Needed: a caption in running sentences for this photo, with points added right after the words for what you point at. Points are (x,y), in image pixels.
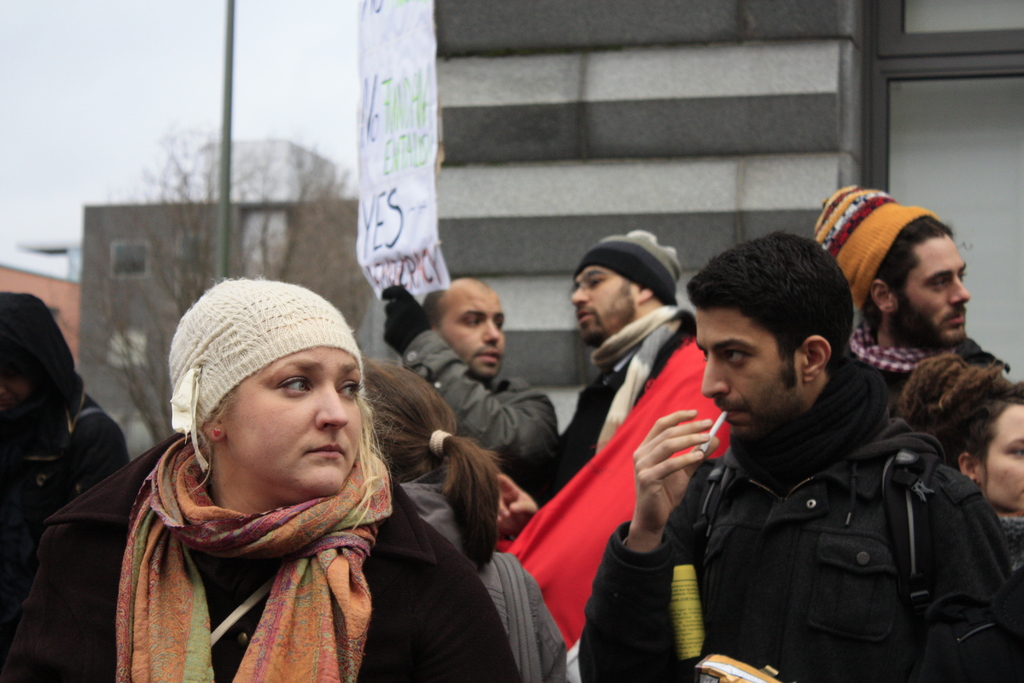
In this image there are a group of people (436,506) some of them are wearing caps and scarf (169,506), and one person (752,486) is holding a cigarette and objects (679,619). In the background (565,128) there are buildings (218,213), tree (204,267), pole (222,177) and at the top (111,76) there is sky (103,103).
